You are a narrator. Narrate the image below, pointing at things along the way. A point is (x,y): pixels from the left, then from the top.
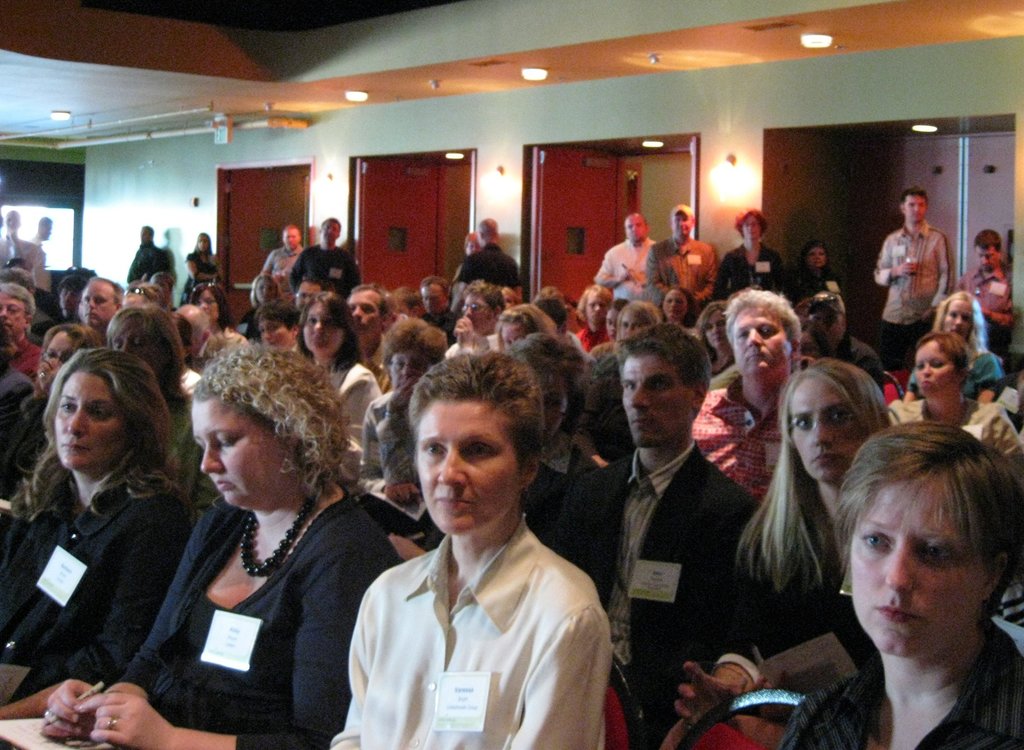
In this image I can see number of people (523,453) where few are standing and rest all are sitting. I can also see few lights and few doors (413,235).
